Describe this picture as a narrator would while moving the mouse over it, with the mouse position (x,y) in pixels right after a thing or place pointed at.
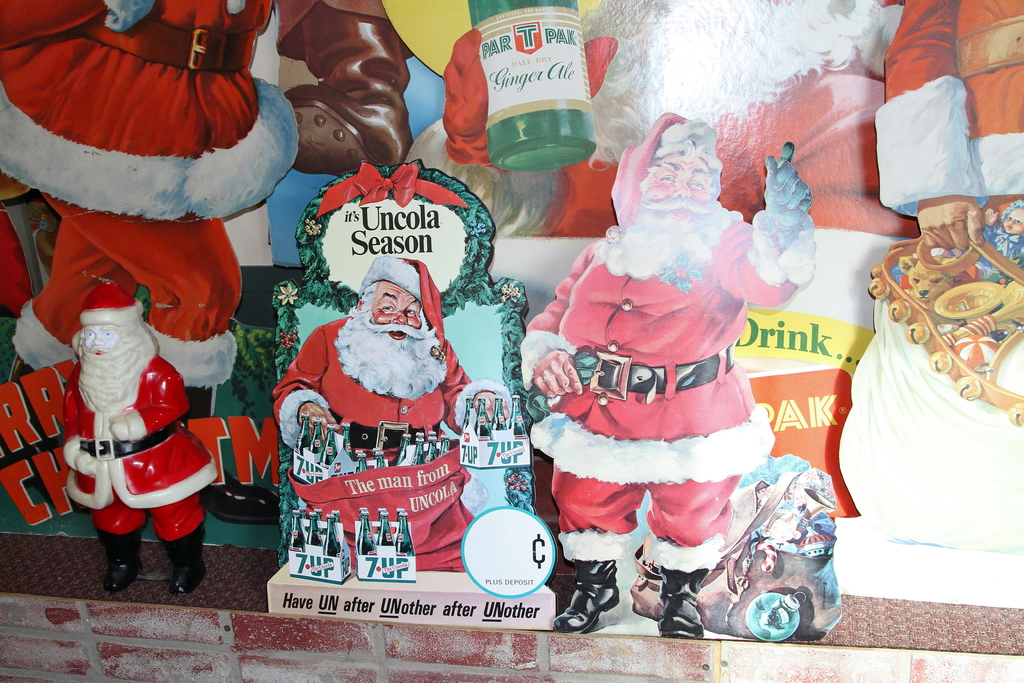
Here we can see hoardings (371,249) of a Santa Claus (85,168) and a toy (97,510) on a platform (481,664).
